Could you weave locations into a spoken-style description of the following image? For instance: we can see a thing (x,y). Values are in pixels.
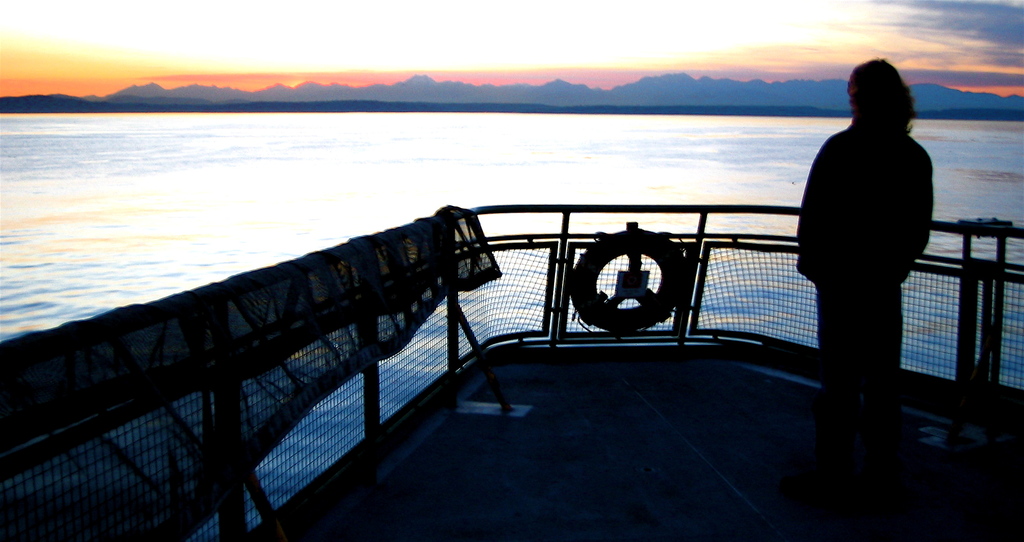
In this image at the bottom (812,405) there is one boat (715,390), in that boat (934,361) there is one person (861,340) who is standing and there is one life ring (586,275) and a cloth (212,310). And in the background (237,161) there is a river (669,168) and some mountains (154,92).
